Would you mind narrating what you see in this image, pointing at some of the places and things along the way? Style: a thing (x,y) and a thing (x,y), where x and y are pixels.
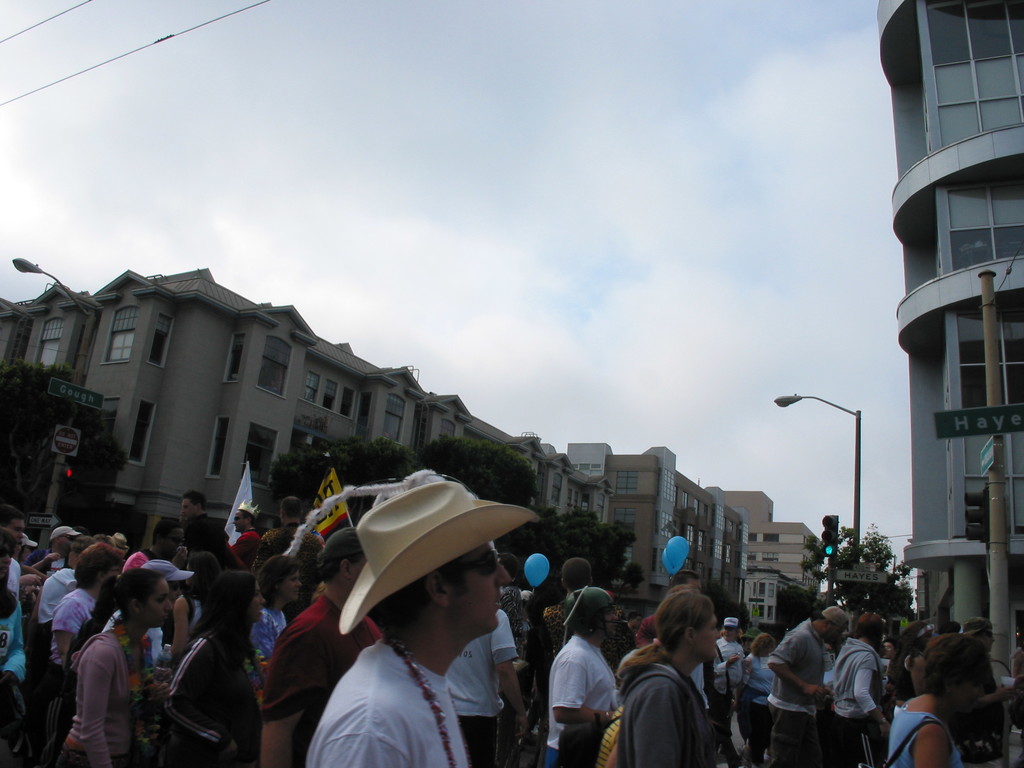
In the center of the image (609,482) we can see buildings (921,521), board (89,397), electric light poles (72,292), traffic light (828,542), trees (875,537) are there. At the bottom of the image (623,635) we can see a group of people (588,639), balloons (533,567), flags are present. At the top of the image (437,60) we can see wires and clouds (655,256) are present in the sky (349,243).
